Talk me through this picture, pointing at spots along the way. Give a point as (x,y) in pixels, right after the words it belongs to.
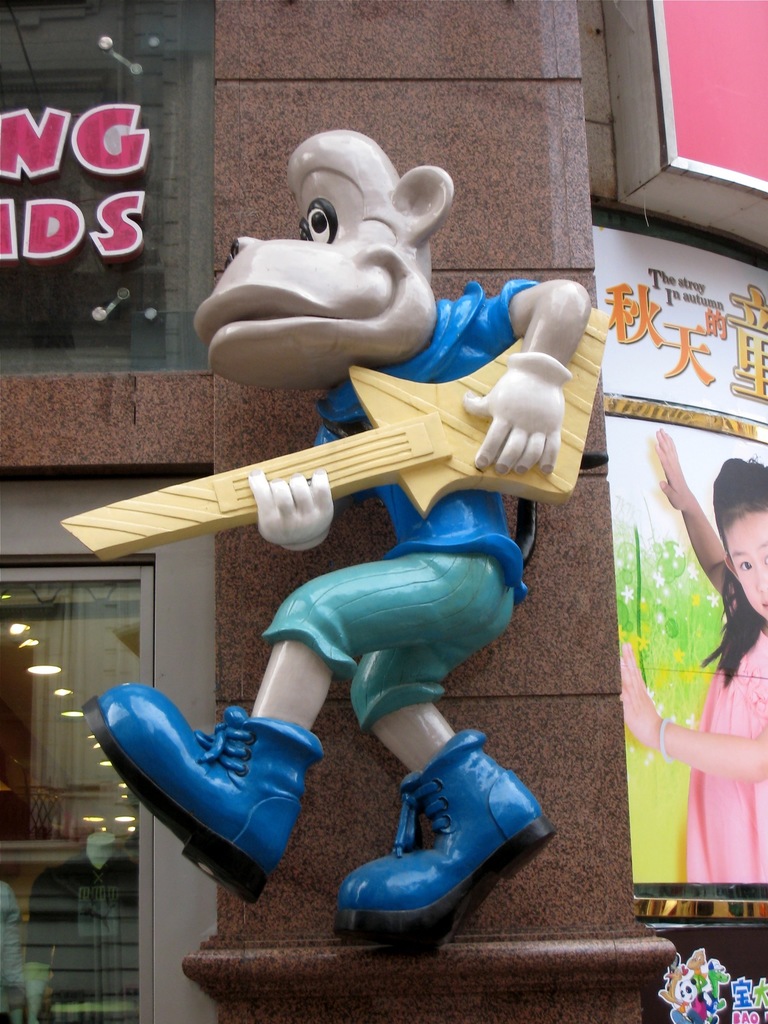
In front of the image there is a doll structure (346,489) on the pillar (322,730) of a building (325,799), on the either side of the structure (546,411), there are posters (641,325) and name boards (121,220) on the glass windows (21,889).
